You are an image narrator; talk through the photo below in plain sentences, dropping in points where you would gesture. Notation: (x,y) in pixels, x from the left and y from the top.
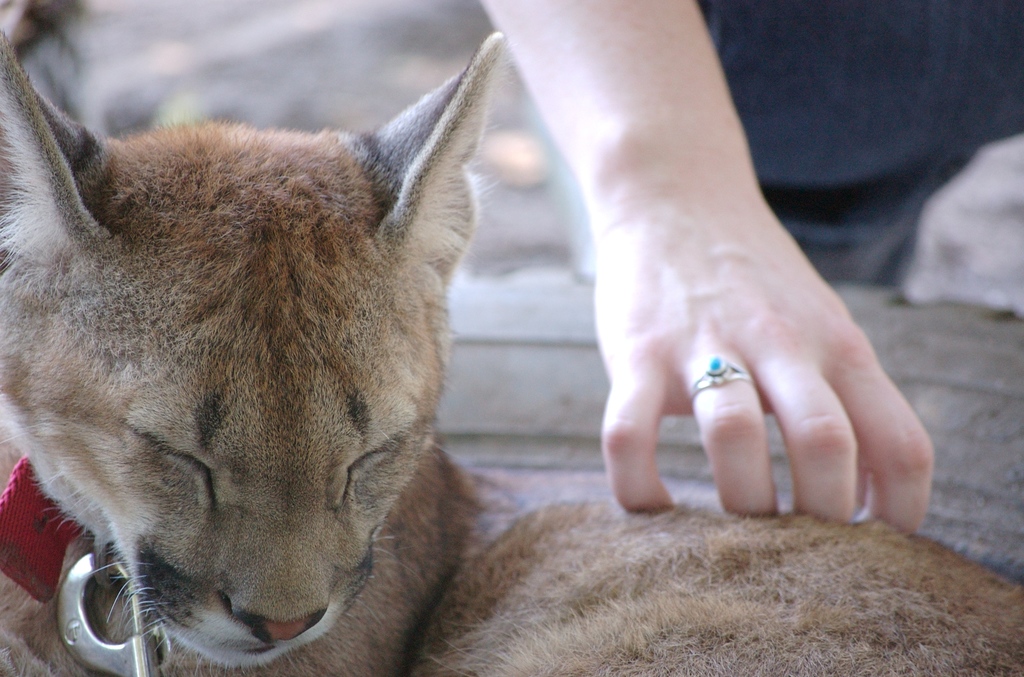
In the image we can see there is a cat (293,550) sitting and sleeping. A person (602,426) is touching a cat (647,572) with his hand (915,501).
